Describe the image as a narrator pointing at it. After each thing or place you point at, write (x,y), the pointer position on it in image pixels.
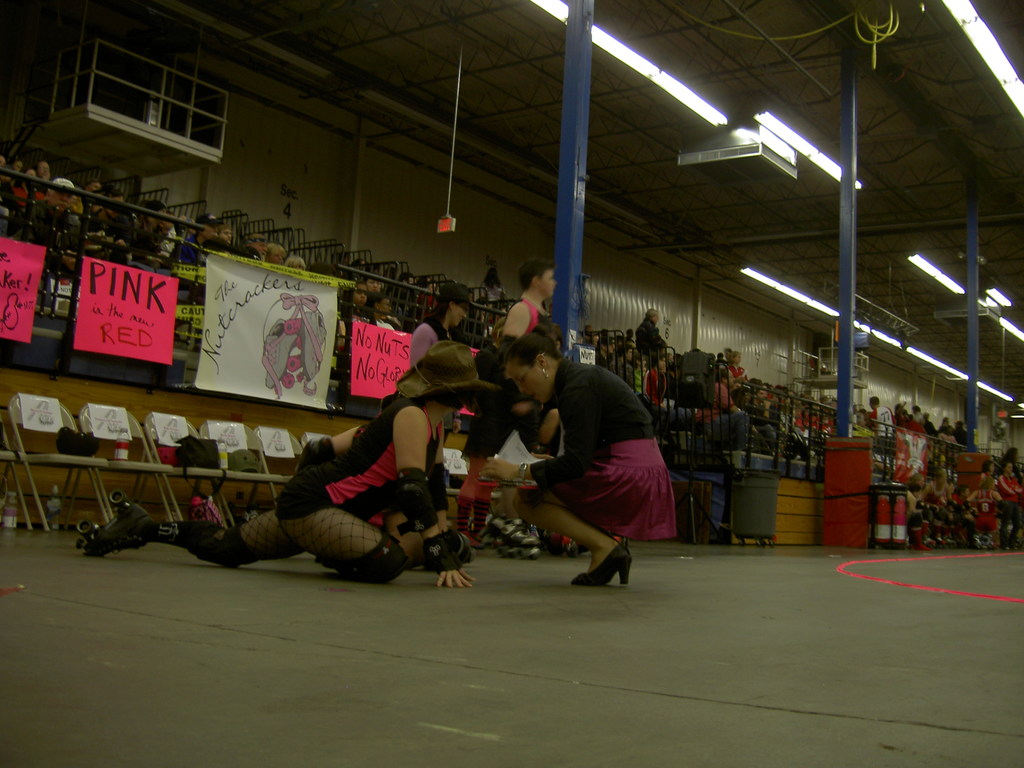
In this image we can see a group of people (433,517) standing on the ground (705,578). One woman (427,514) is wearing skates (142,521). To the left side of the image (34,463) we can see a group of chairs (17,459) with bags (76,449) are placed on the ground (313,600). On the right side of the image (884,522) we can see trash bin (758,519) and container (882,507) placed on the ground (886,553). In the background (933,490), we can see group of audience (104,218), group of posters (213,337) with some text (114,311), metal barricades (143,240), poles (969,279) and a shed (682,188).
